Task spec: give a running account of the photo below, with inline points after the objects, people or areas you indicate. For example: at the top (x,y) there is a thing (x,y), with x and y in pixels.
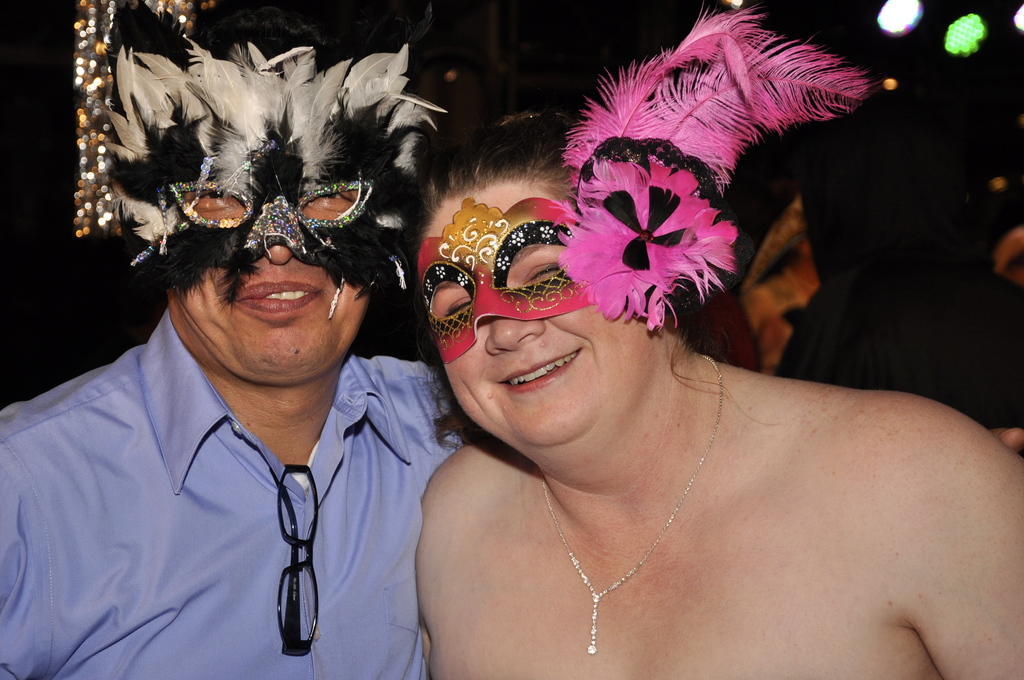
In this picture there is a woman (606,501) and a man (153,434) wearing decorative eye mask (386,240), smiling and giving a pose into the camera. Behind there is a black background (990,241).
